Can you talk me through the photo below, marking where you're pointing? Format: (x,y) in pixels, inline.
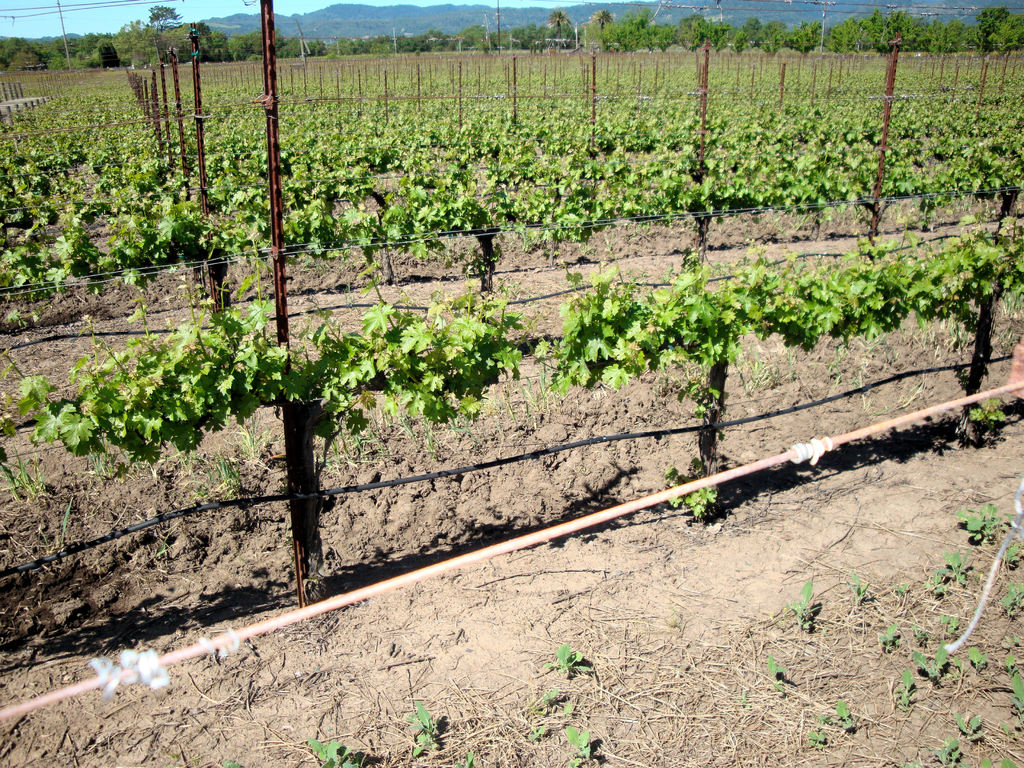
In this image we can see some farmlands (570,191), there are some plants (427,144), poles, fencing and in the background of the image (201,40) there are some trees (220,41) and mountains (425,20).
